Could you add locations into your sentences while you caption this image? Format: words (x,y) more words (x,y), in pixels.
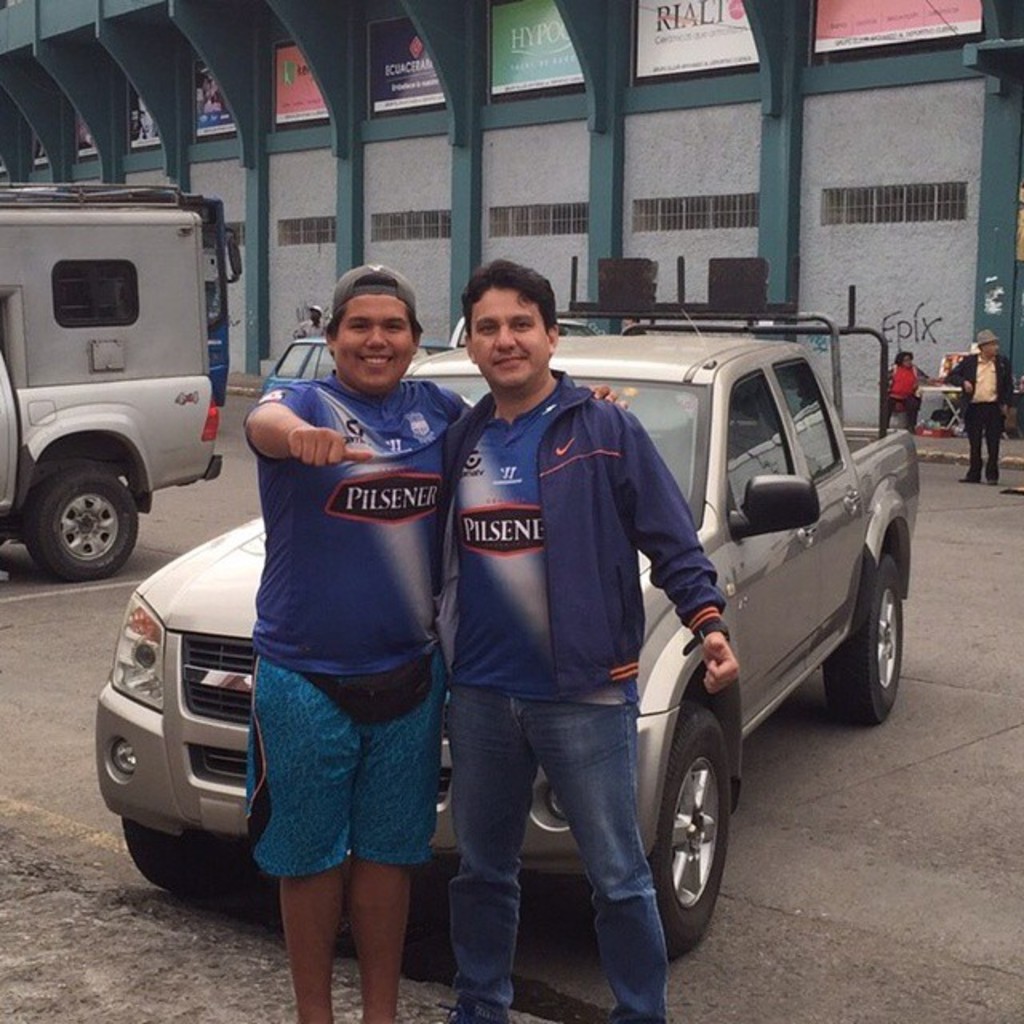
In this image we can see few persons (495,444), there are some vehicles (75,249) on the road (1015,652), also we can see a building (613,129), pillars (762,66), boards (506,76) with some text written on it.
